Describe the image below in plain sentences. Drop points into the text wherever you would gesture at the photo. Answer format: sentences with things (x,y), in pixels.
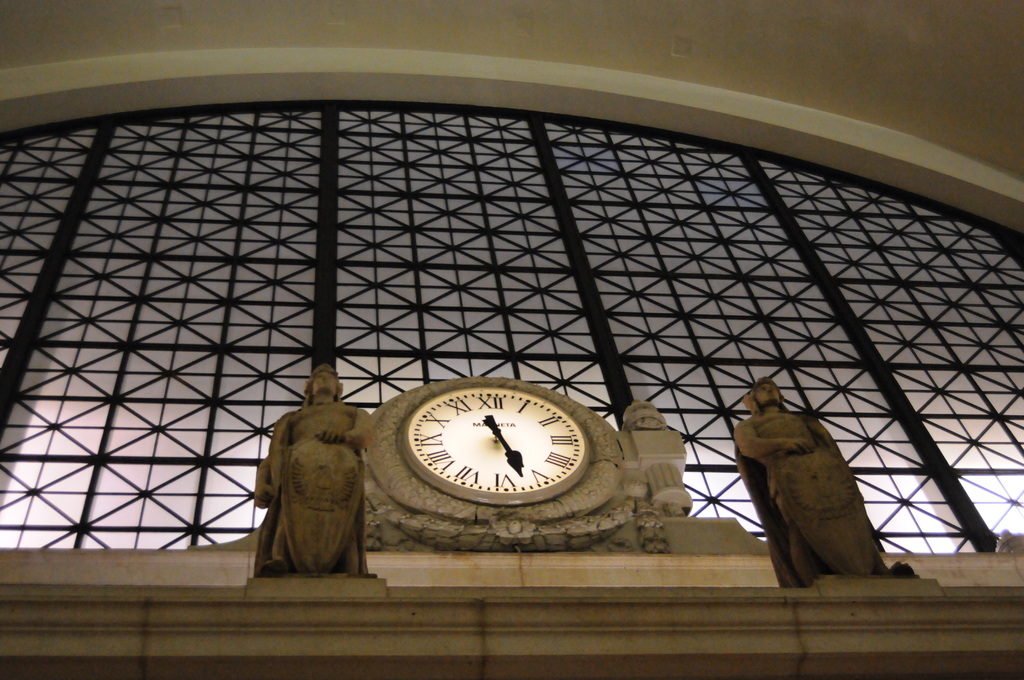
In this image there is a building (618,189) and a clock (534,421) is attached to it. There is a sculptures (346,472) in the image.
